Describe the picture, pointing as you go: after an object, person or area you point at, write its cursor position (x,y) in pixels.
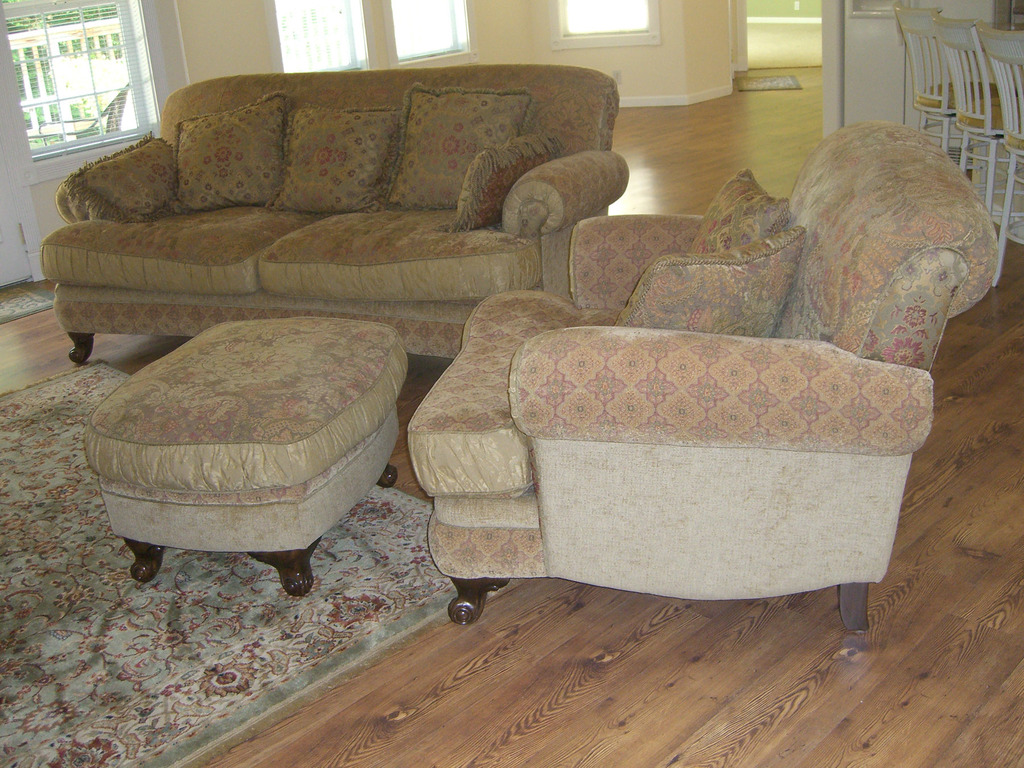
In this picture we can see a room (560,99) with sofas (517,259) and pillows (432,190) on it and in background (35,36) we can see windows (35,93), door mat (744,83), chairs (985,103).
